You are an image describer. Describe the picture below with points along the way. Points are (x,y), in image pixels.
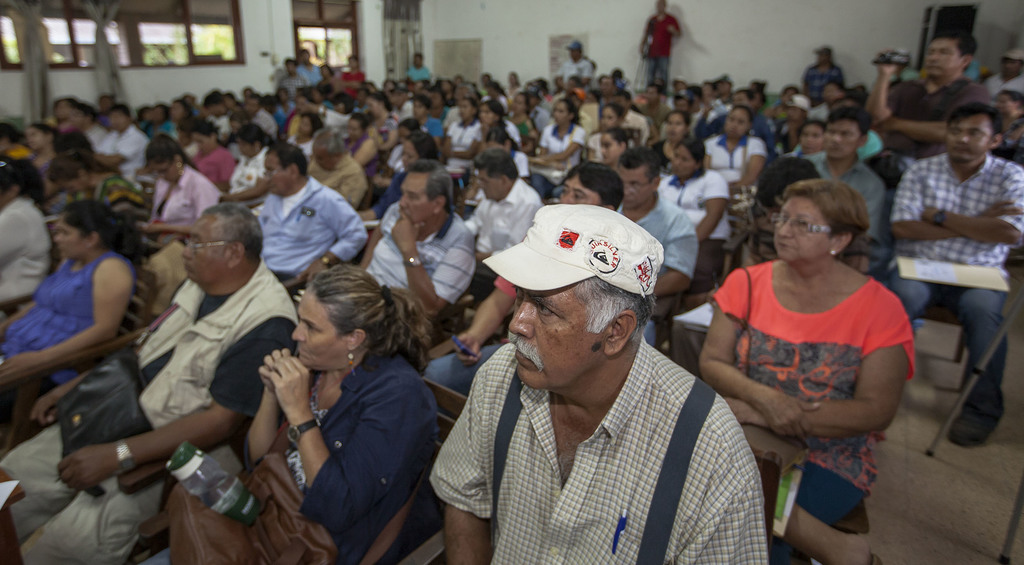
In this image we can see some people (207,387) are sitting on the chairs (143,483), some curtains (389,54), some people (115,267) are holding some objects (272,543), some trees (335,39) on the ground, some glass windows (61,43), some people (1014,58) are standing near the wall (4,79), one door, some objects (450,52) attached to the wall (284,29), one man (923,99) standing and taking a video.
